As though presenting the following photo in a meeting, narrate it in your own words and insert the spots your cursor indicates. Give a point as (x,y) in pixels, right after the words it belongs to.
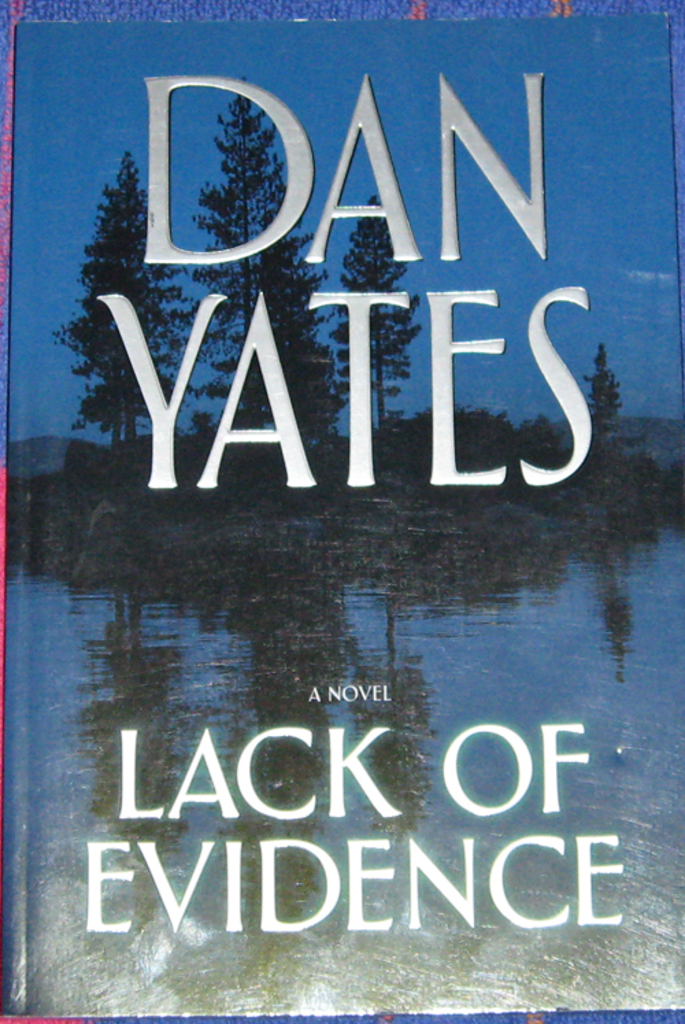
In the image we can see a book (121,773) on a table (39,18) and we can see some text (348,701).
